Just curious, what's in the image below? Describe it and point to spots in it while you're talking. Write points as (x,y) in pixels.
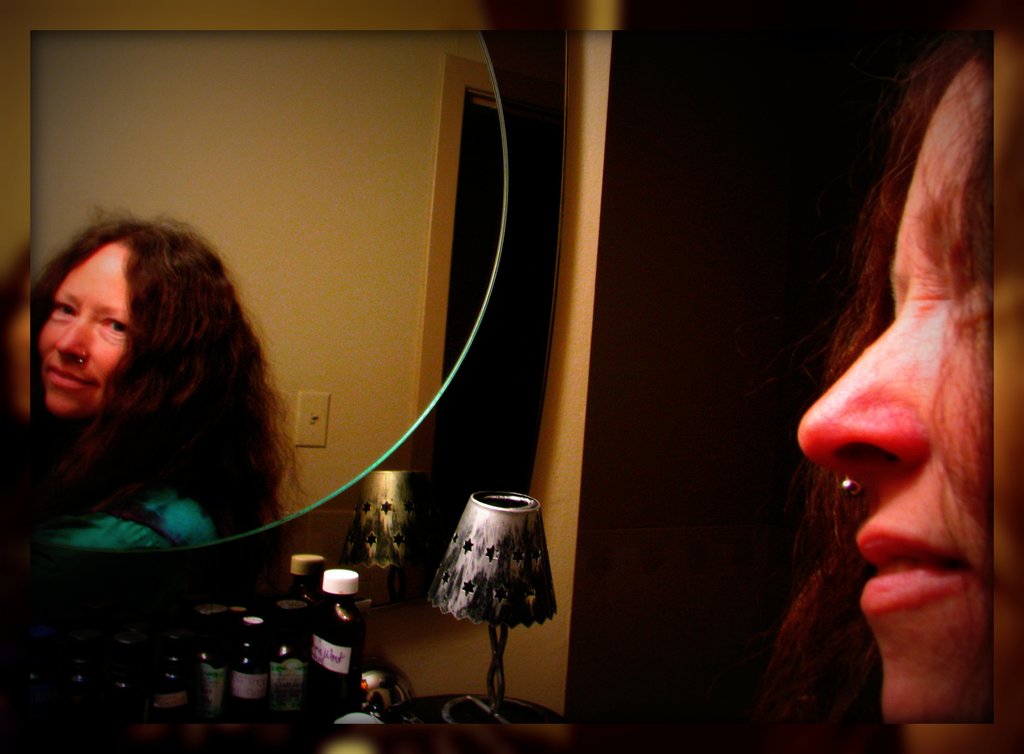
This is an edited image, where there is a woman (265,383) looking into the mirror (387,485), which is attached to the wall (478,645), there are bottles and a lamp (493,651) on the table (47,722), and in the background (597,528) there is a wall (60,159).
